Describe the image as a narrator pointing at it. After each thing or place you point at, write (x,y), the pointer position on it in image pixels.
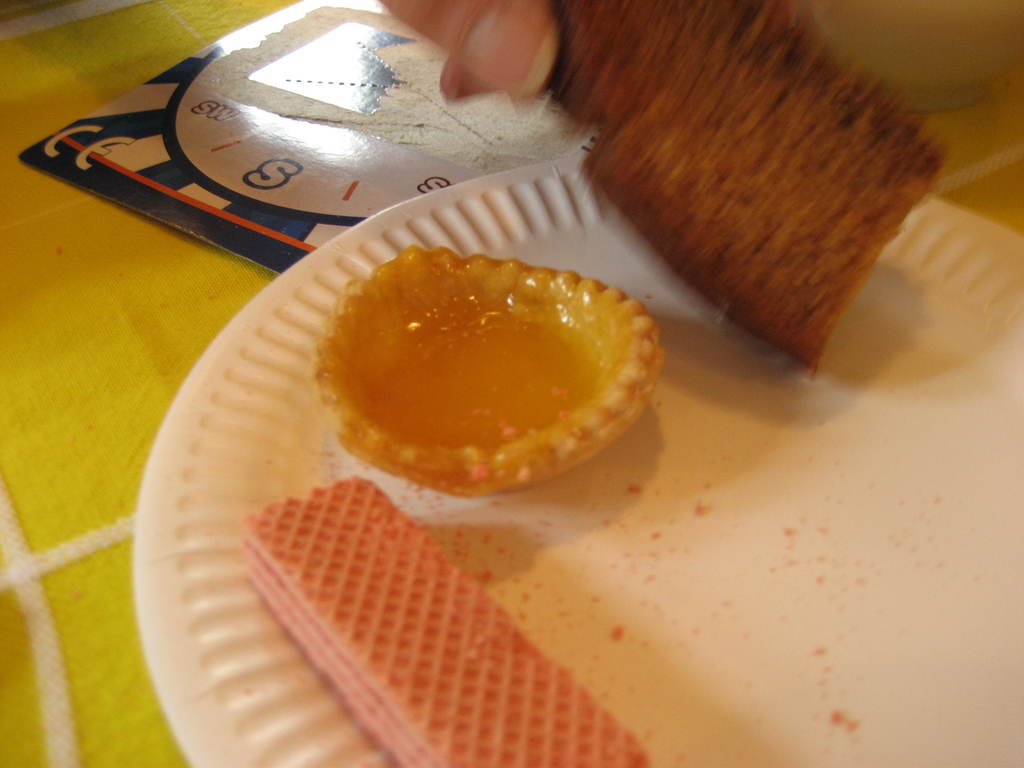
In this image I can see a plate (280,377), bowl (353,366), biscuits (435,741), bread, a person's hand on the table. This image is taken may be in a room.
